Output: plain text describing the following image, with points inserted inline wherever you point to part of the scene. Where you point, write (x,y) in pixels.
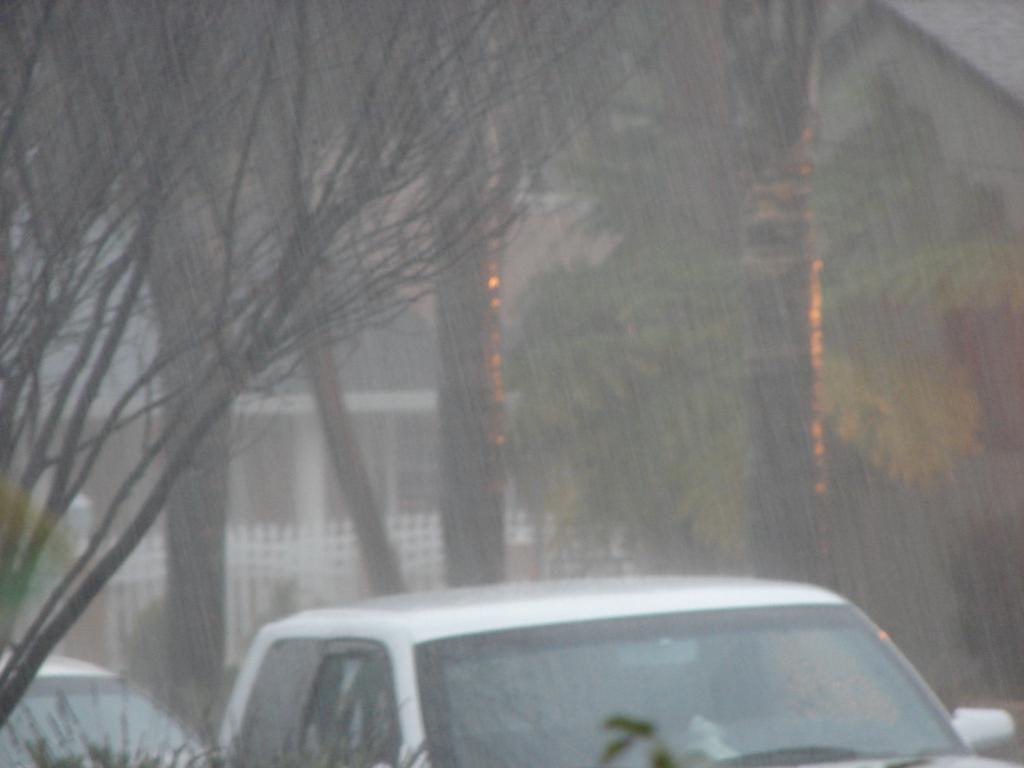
In this image we can see there are vehicles (420,685). At the back (436,390) we can see there is the building (403,464), in front of the building (305,497) we can see the fence (438,536) and trees (684,431).
